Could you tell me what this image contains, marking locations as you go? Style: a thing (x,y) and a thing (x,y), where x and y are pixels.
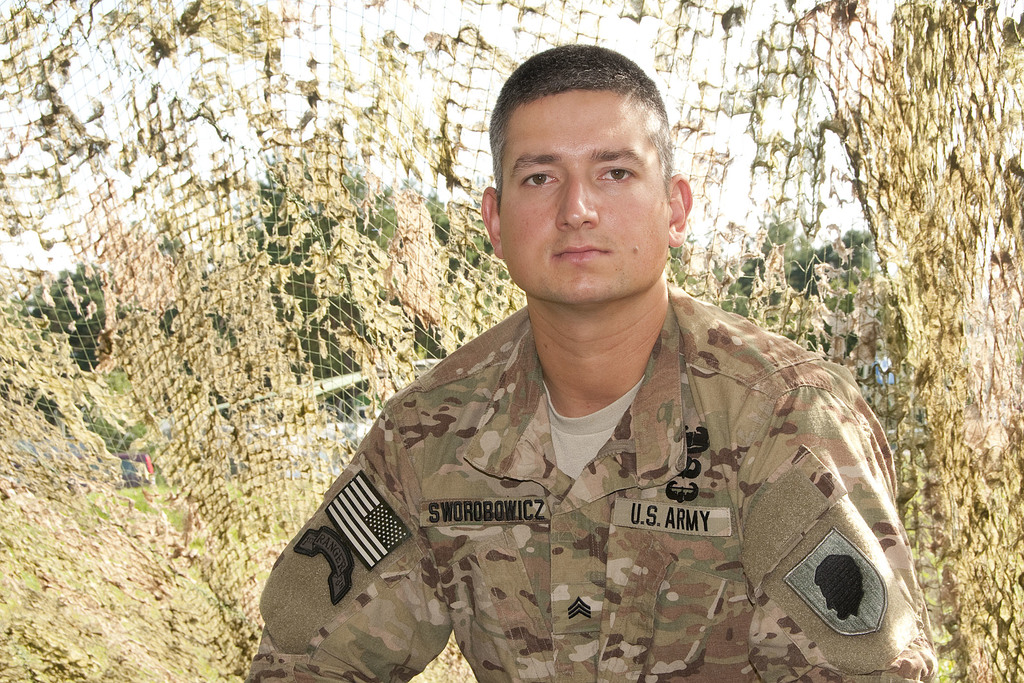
In the image there is a man (615,338) in camouflage dress (629,528) standing in front of net (159,348), behind it there are trees (291,288) on the grassland (307,485) and above its sky (499,37).
